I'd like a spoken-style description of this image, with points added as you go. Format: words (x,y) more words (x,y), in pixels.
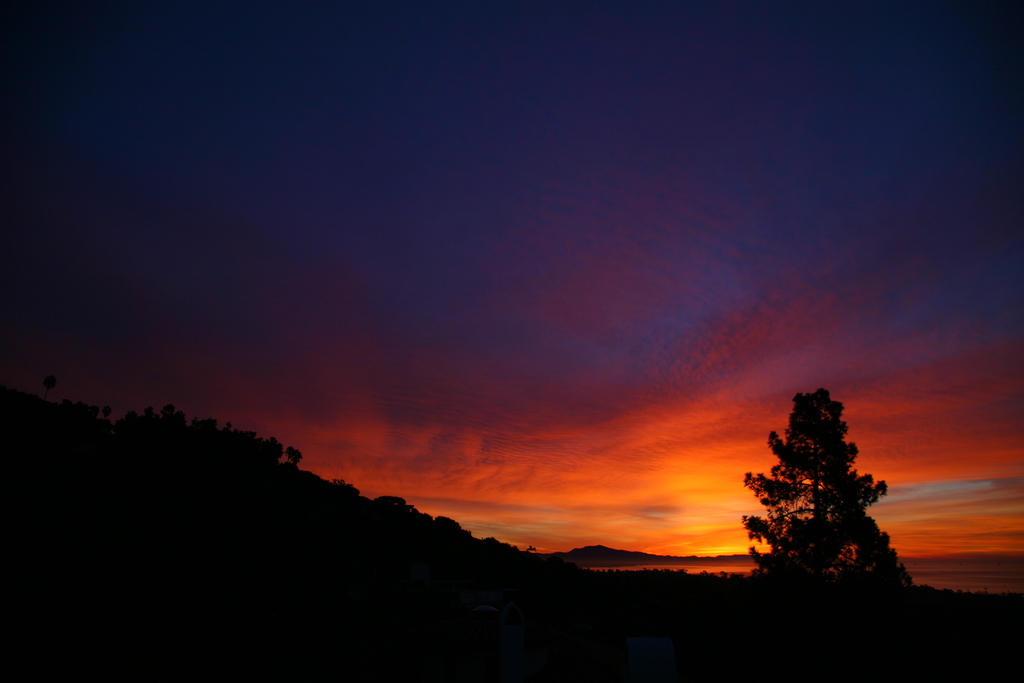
In this image we can see trees (751,530), hill (596,551) and sky (429,225). And image is looking dark.
